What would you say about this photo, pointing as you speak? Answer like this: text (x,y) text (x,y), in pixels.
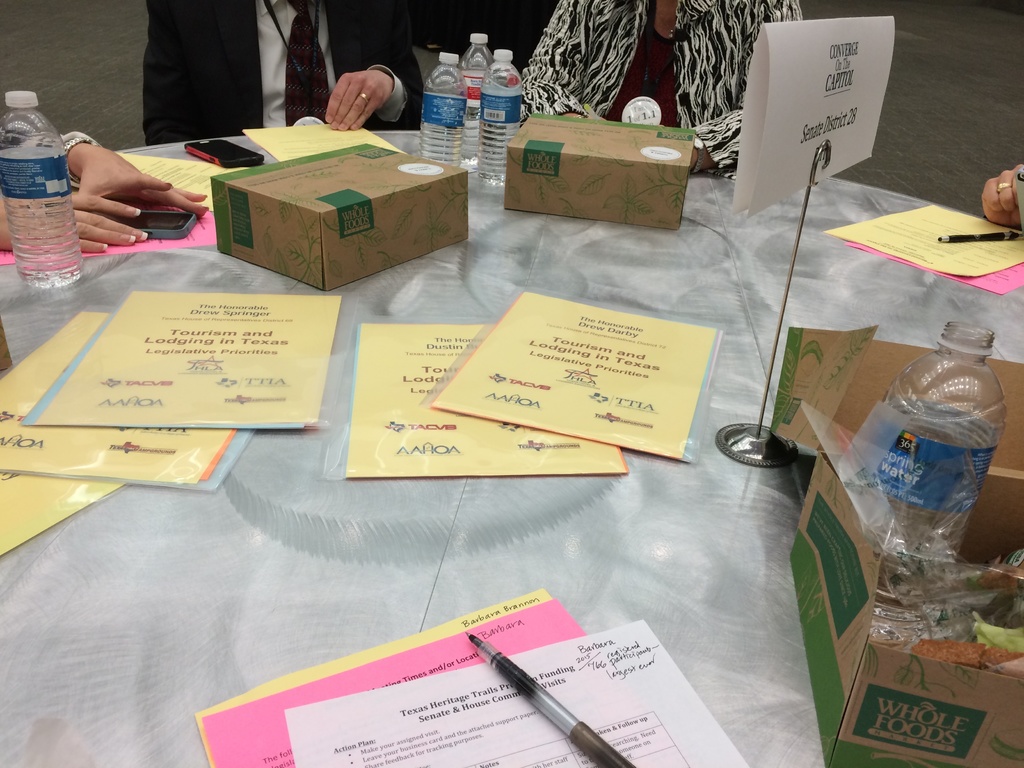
As we can see in the image there are four persons (165,99) sitting on chairs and there is a table (92,579) over here. On table (237,692) there are papers (322,700), pen (559,714), box (812,662), bottle (933,517) and a mobile phone (209,161).
